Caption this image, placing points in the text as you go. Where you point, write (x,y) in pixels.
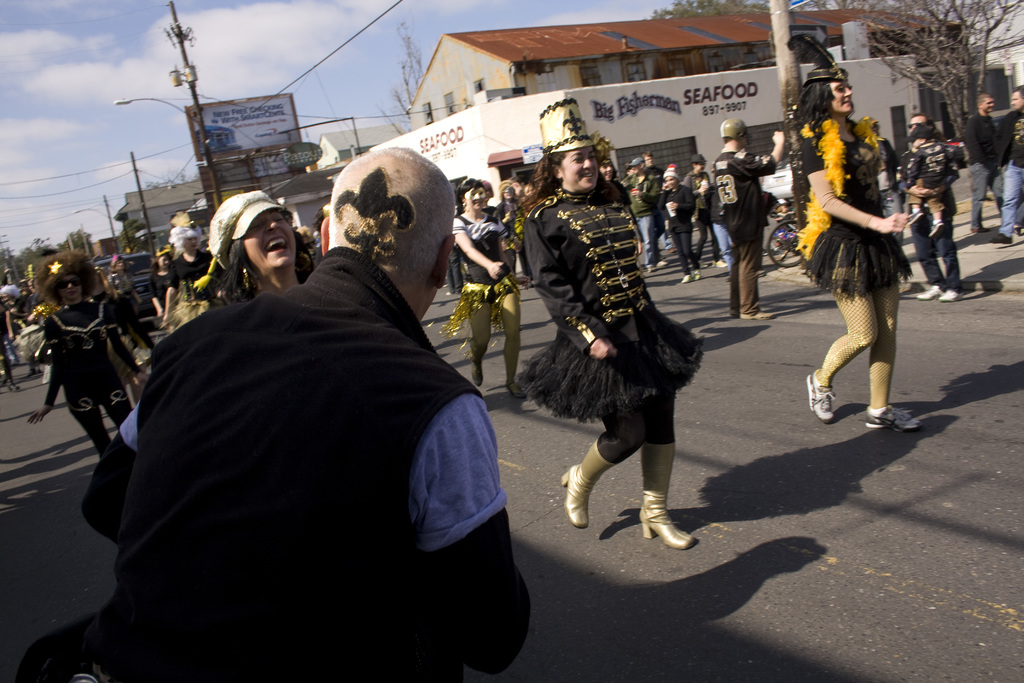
In this image we can see some people (523,241) smiling and are present on the road (569,547). Image also consists of roof houses (608,61), electrical poles (140,191) with wires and also trees (923,71). We can also see the sky (153,51) with some clouds (267,50). Hoarding (275,134) is also visible in this image and some people (260,194) are standing on the road (1007,298).
